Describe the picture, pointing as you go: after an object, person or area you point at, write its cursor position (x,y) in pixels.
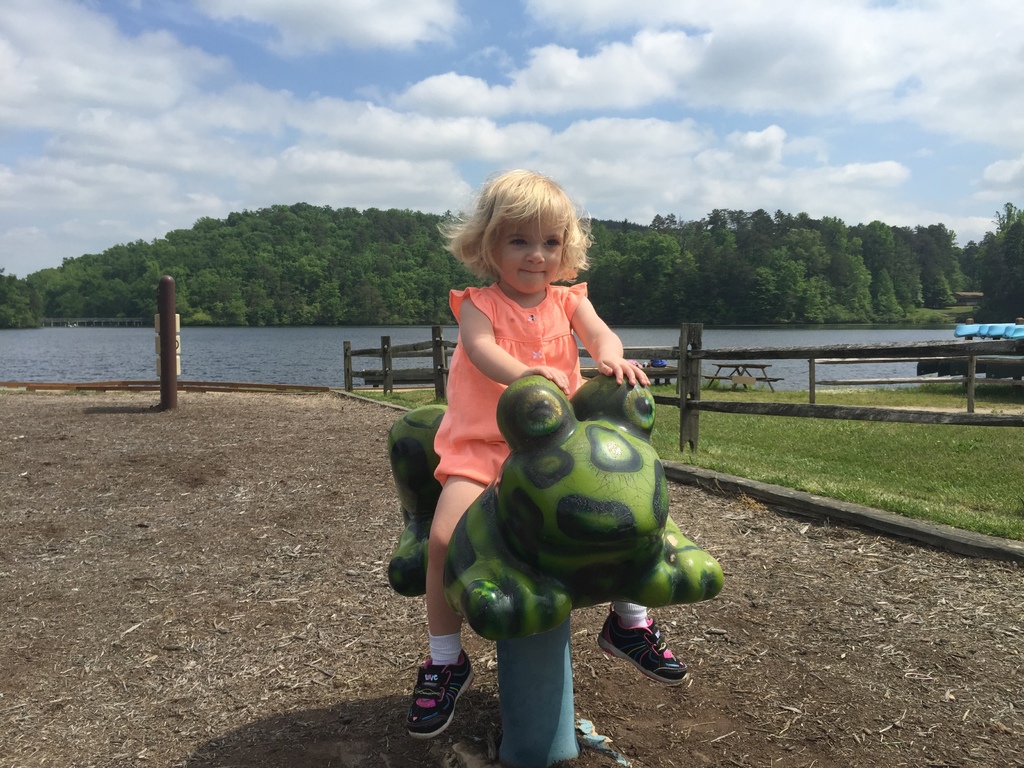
In this image we can see a girl (492,349) is sitting on the playing equipment (527,539). In the background (831,460), we can see fence (832,347), grassy land (812,456), table (764,368), benches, water body (702,365) and trees (782,257). At the top of the image (631,187), we can see the sky (444,91) with clouds (723,135). We can see a blue color object (969,329) on the right side of the image (998,329). On the left side of the image (156,345), we can see a metal object (169,367) on the land (167,450).
